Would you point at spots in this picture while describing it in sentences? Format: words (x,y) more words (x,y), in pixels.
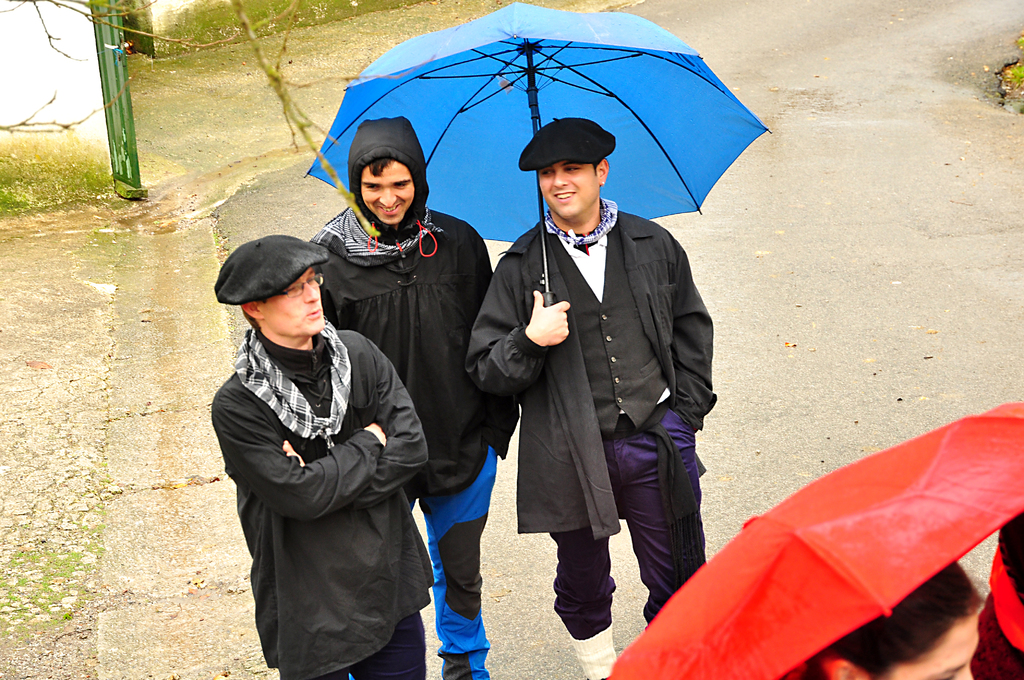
In this image we can see men (431,329) standing on the road (203,558) and one of them is holding an umbrella (624,147).
